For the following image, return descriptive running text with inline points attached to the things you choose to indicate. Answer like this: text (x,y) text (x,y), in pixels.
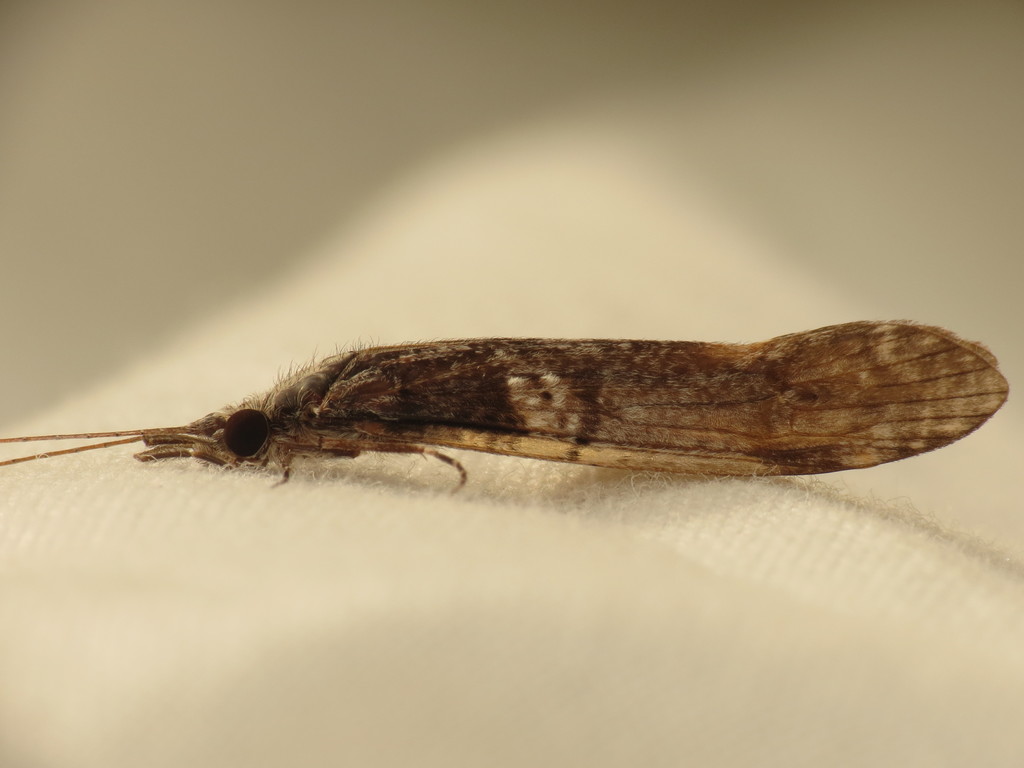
In this image we can see an insect (380,392) on a white cloth (390,584).
